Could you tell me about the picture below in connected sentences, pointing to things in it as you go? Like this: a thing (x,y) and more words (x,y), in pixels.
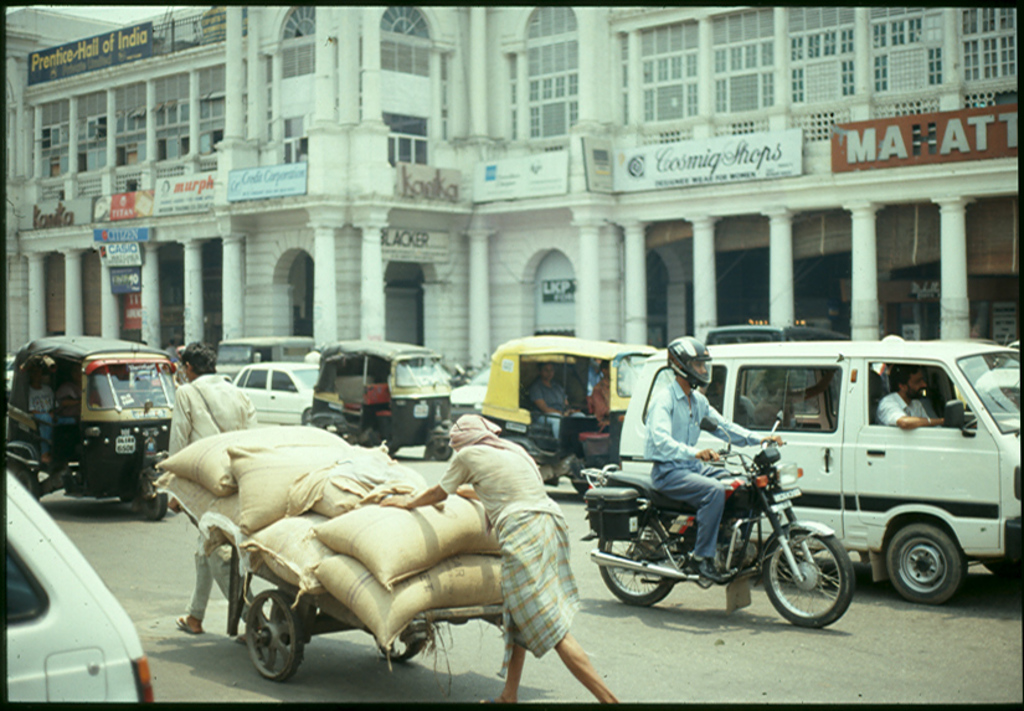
There are group of people (484,460) in this image, at the left of the image (327,622) there are two persons (180,400) carrying a load (265,488) on the vehicle (286,610) and at the background (871,296) there is a building (718,37).
